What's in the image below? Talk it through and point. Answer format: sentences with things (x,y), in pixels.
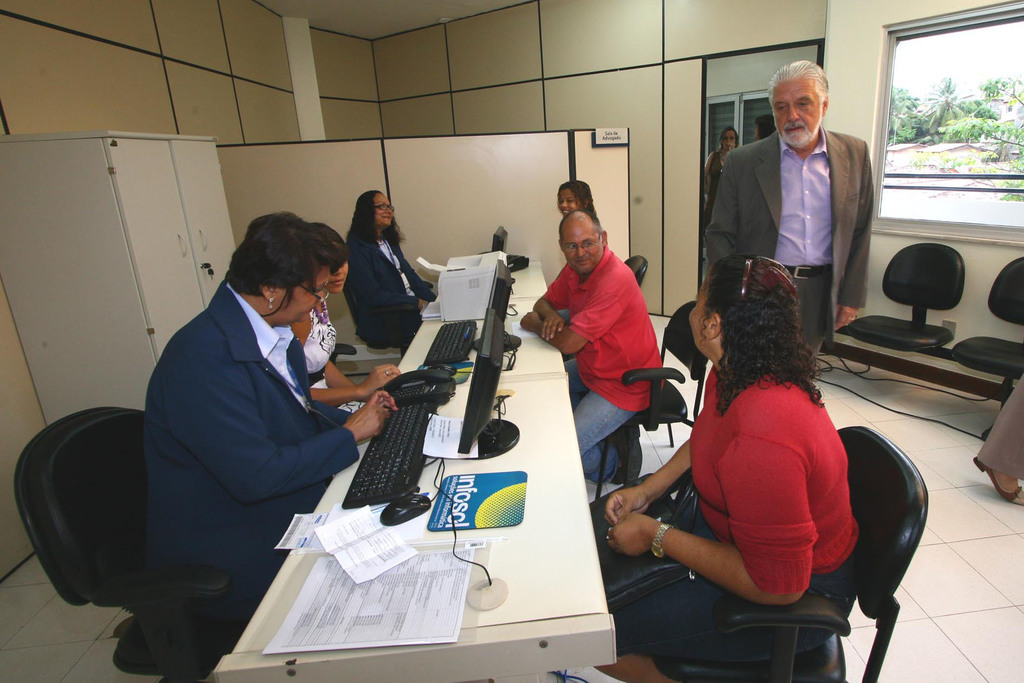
There is a table (422,481) inside a room (403,50) of an organization, a group of people (257,513) were sitting around the table (556,368), on the left side (145,183) there is a cabinet (172,183). A person (798,173) is standing on the right side (805,157) and behind him there is a window (889,35) and there are two chairs (921,334) in front of the window (1006,214), there are many trees (976,116) behind the window (925,142).
